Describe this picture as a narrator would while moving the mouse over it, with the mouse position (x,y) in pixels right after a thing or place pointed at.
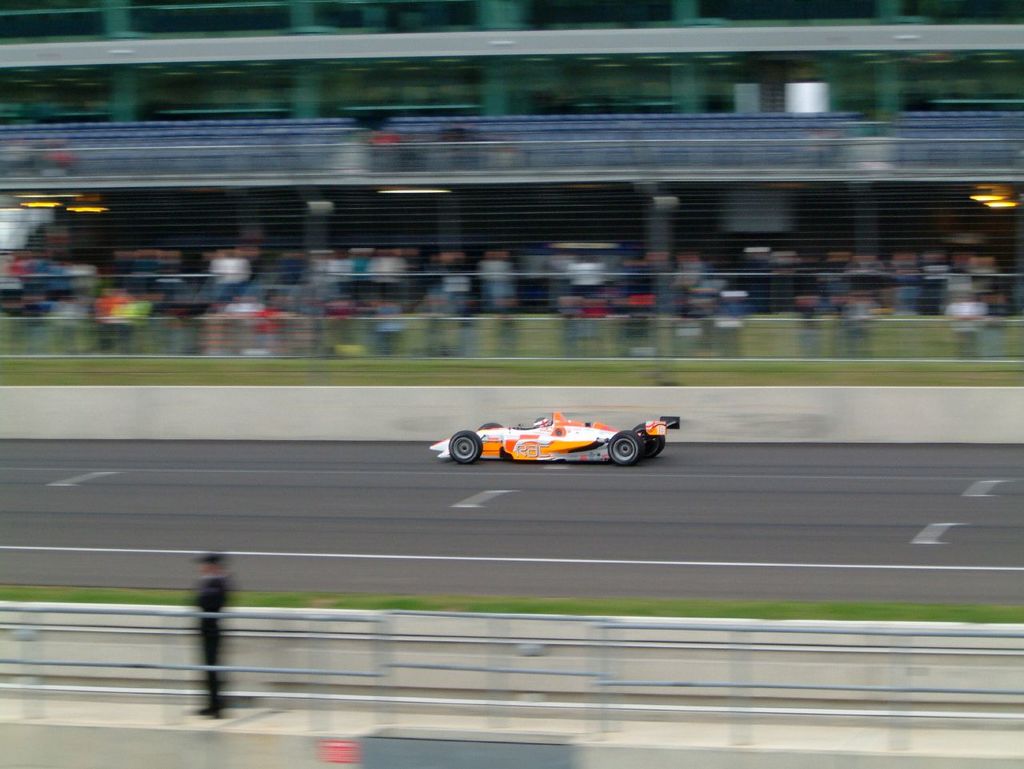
Background (949,236) portion of the picture is blurry. In this picture we can see a vehicle (675,421) on the road (617,481). We can see grass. At the bottom portion of the picture (758,628) we can see railing (292,612) and a person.
